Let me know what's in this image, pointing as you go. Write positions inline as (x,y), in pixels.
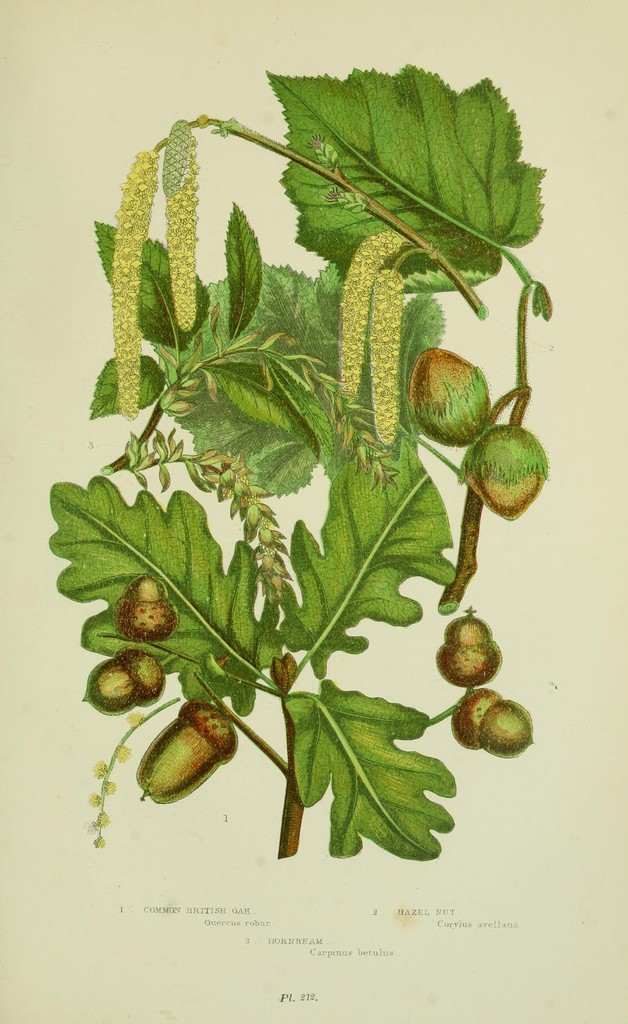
In this image we can see a drawing (280,350) of a plant (290,459), fruits (421,392) on a paper (139,423), also we can see some texts (190,910) on the paper (327,795).
